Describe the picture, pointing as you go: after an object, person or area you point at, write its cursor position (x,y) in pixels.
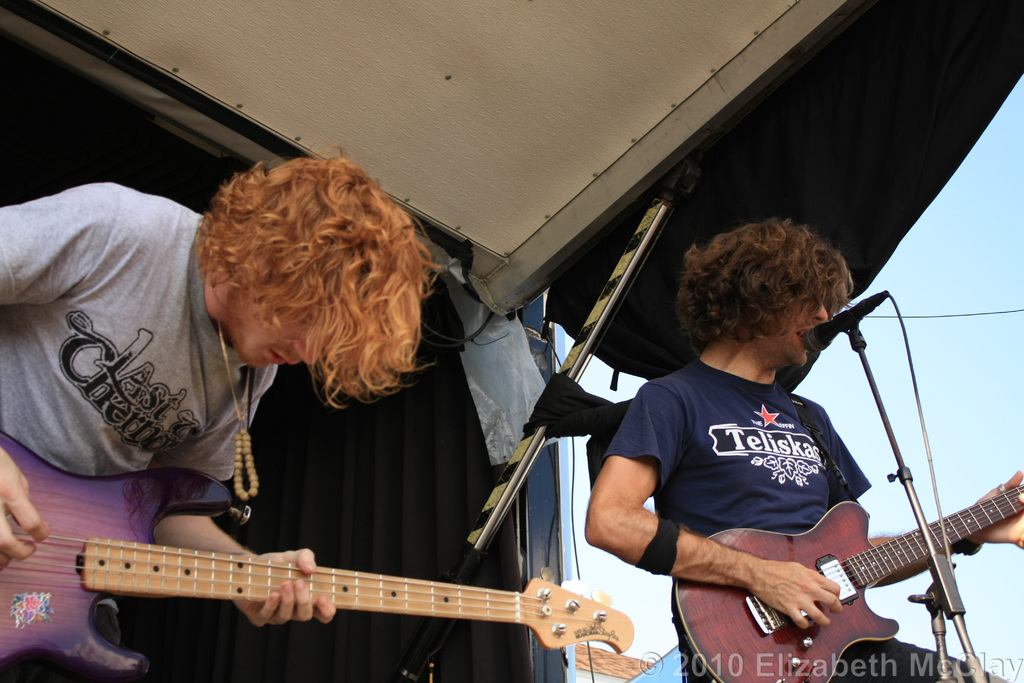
In this image I see 2 men (15,555) who are standing and holding the guitars (65,562) in their hands (26,546). I can also see this man (628,491) is in front of a mic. In the background (806,212) I see the black cloth (598,401).
